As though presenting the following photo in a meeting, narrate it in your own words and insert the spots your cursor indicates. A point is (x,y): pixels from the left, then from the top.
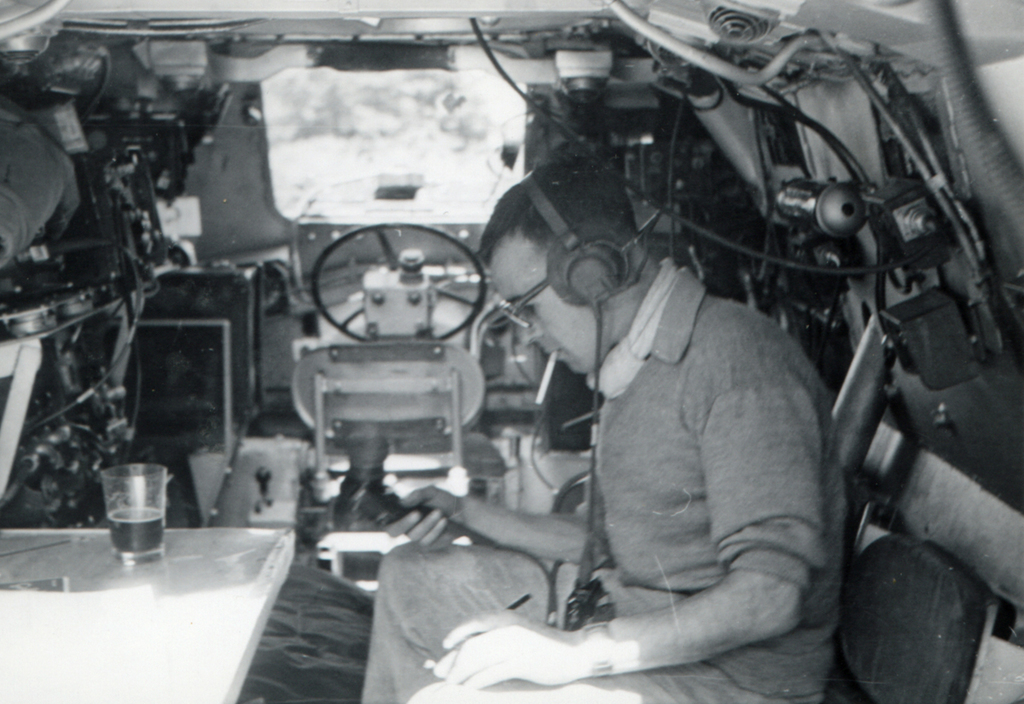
In the middle of the image (682,381) a man (570,342) is sitting on chair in the vehicle (224,430). Behind him there are some wires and steering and chair (408,464). Bottom left side of the image (88,541) there is a table (11,575), on the table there is a glass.
